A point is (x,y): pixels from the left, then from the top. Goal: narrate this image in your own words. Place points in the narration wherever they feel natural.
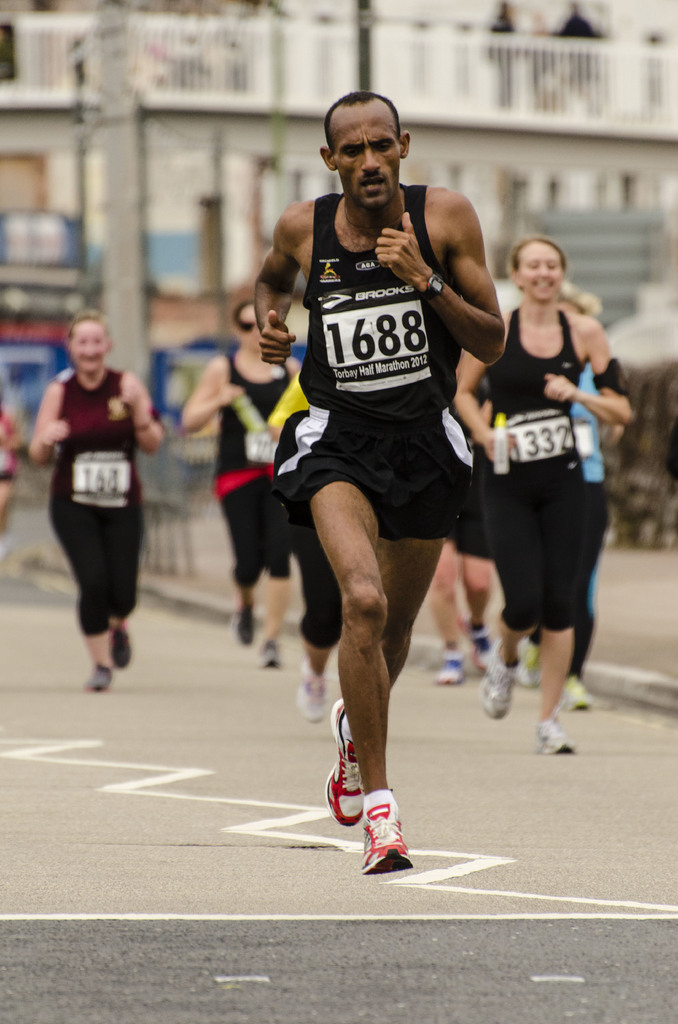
In this image we can see some group of persons (245,538) wearing sports dress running on road (200,810) and in the background of the image (65,170) there are some houses (215,152).
